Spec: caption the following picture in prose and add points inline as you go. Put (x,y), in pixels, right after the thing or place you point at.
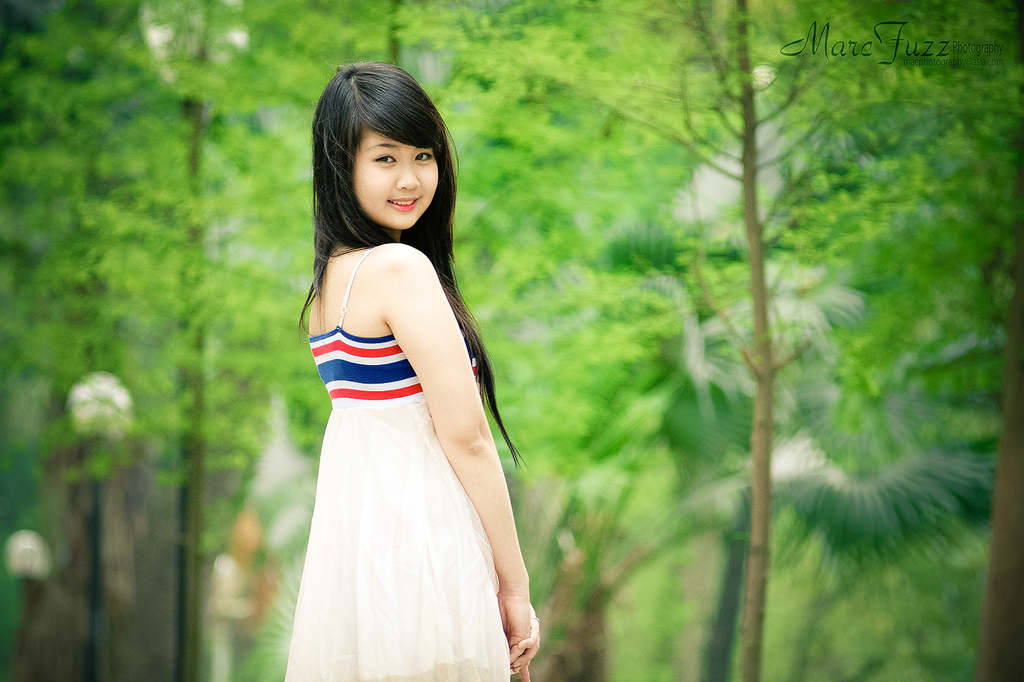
In the picture I can see a woman (356,432) is standing and smiling. In the background (608,394) I can see trees (256,336). On the top right corner of the image (893,57) I can see a watermark (881,32). The background of the image (914,390) is blurred.
